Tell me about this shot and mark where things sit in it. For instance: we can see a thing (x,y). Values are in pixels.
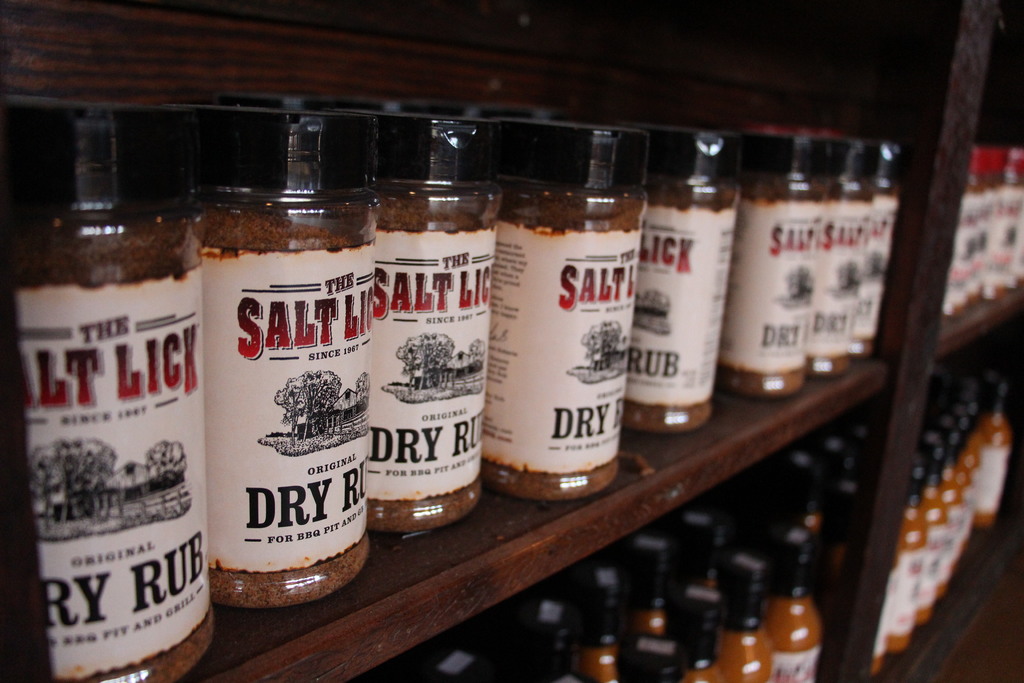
In this image, we can see containers (674,382) with sticker (596,378) and lid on the wooden rack (641,505). At the bottom (675,531) and background (1019,49) we can see the blur view. On the right side (698,613), bottom, we can see a few bottles (635,669). Here we can see wooden stick (887,310).
